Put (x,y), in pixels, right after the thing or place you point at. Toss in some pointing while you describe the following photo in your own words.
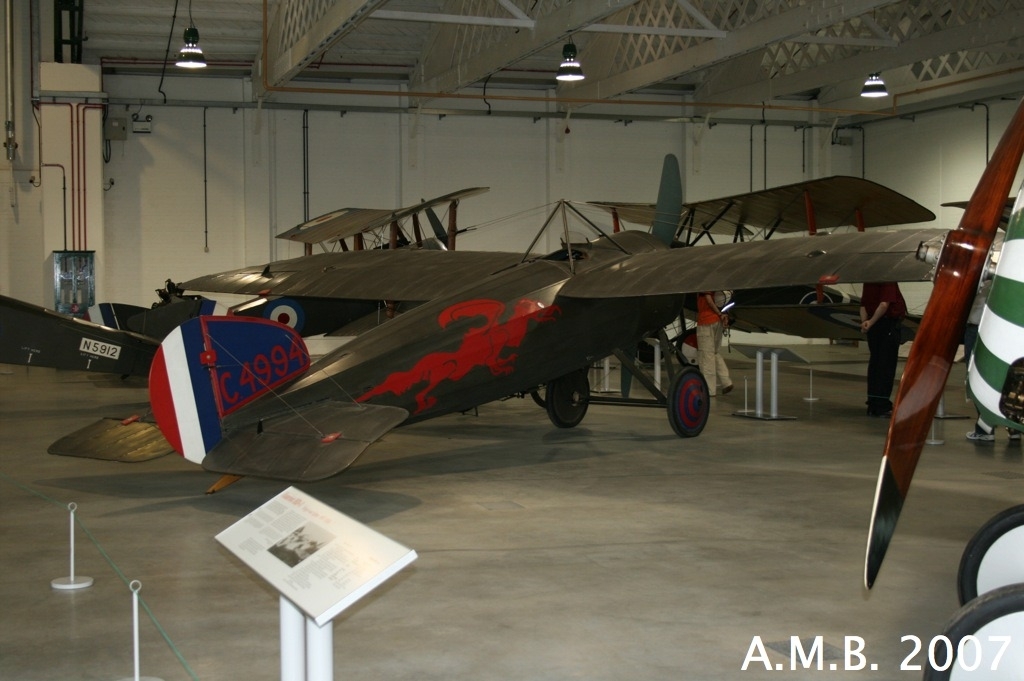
This is an inside view. In the middle of the image (461,290) I can see an aircraft (432,356) which is placed on the floor (550,523). In the background (786,220), I can see some more metal objects (729,206). On the right side (887,308), I can see two people (702,341) are standing on the floor (815,427). In the background (453,150), I can see the walls (288,150). At the top (565,66) few lights (575,74) are hanging. In the bottom right (869,659), I can see some text (836,662).
